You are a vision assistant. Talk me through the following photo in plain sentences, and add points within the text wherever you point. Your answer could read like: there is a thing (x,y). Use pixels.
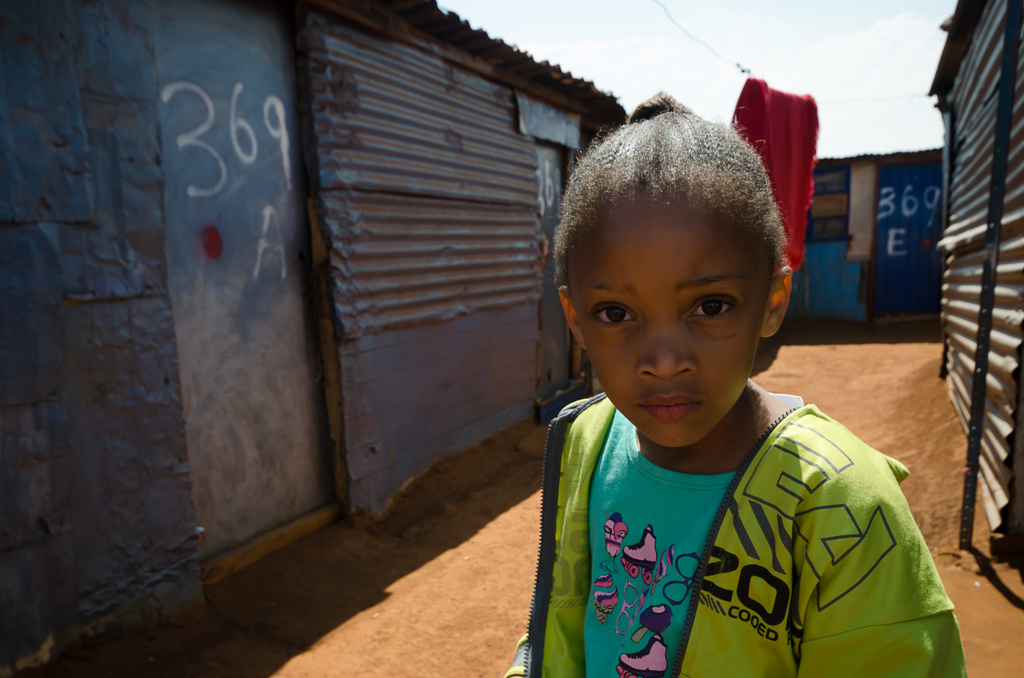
In the center of the image (637,382), we can see a kid (720,462) wearing a coat (757,500) and in the background (442,105), there are sheds (386,182) and we can see some text (274,233) on the doors (259,308) and there is a cloth (774,119) hanging on the rope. At the top (798,43), there is sky (805,69) and at the bottom (283,618), there is ground (283,618).
